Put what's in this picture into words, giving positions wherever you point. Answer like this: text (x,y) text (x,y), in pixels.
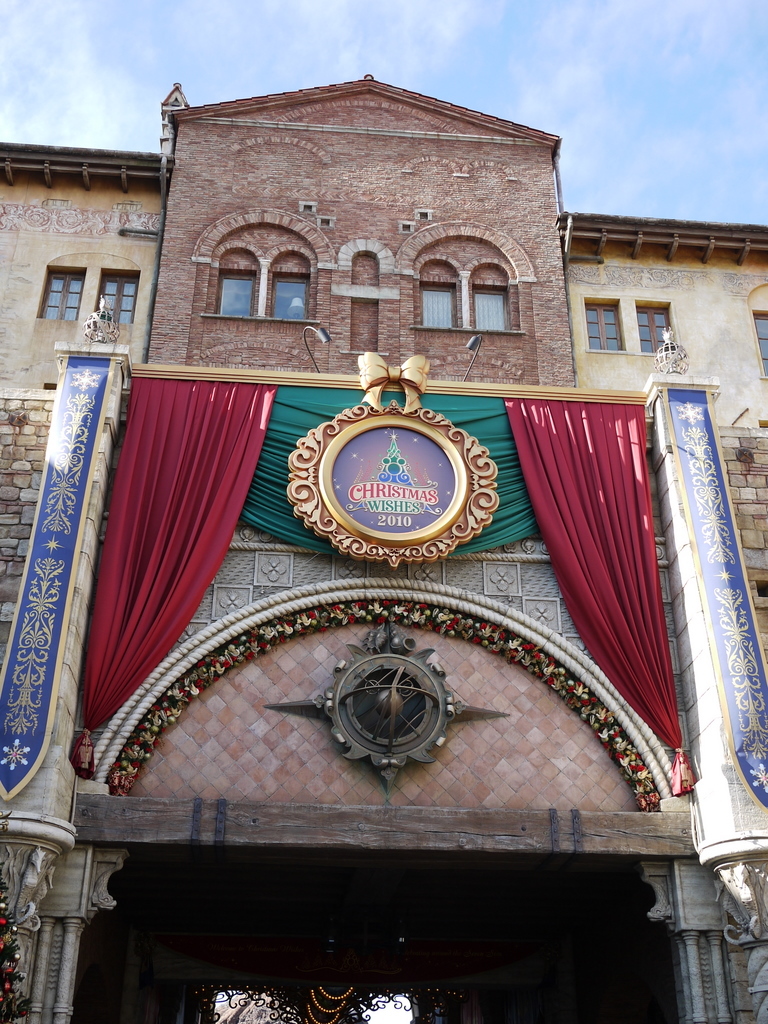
Building (364,274) with windows (243,289). Sky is cloudy. Here we can see curtains (609,539) and board (400,495).
